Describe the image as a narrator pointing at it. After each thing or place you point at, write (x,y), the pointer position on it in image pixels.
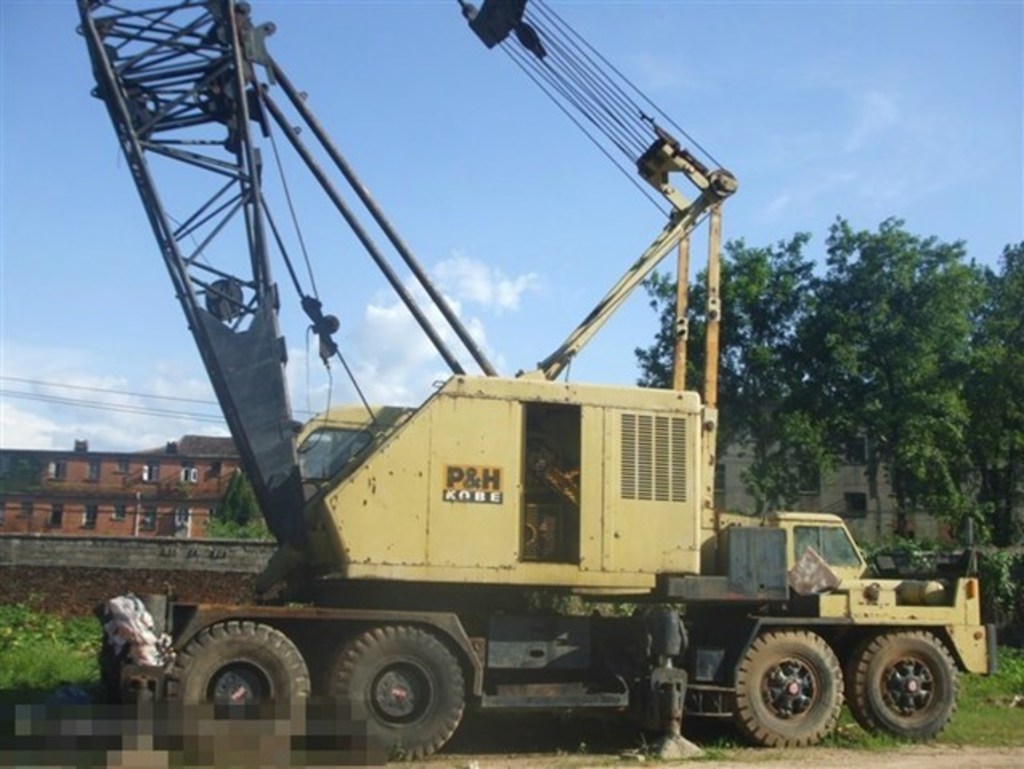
This picture is clicked outside. In the center (391,410) there is a vehicle (452,588) parked on the ground (786,752) and we can see the metal rods (409,306). In the background (346,38) there is a sky (299,31) and we can see the grass (94,631), plants (24,610), trees (975,522) and buildings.
